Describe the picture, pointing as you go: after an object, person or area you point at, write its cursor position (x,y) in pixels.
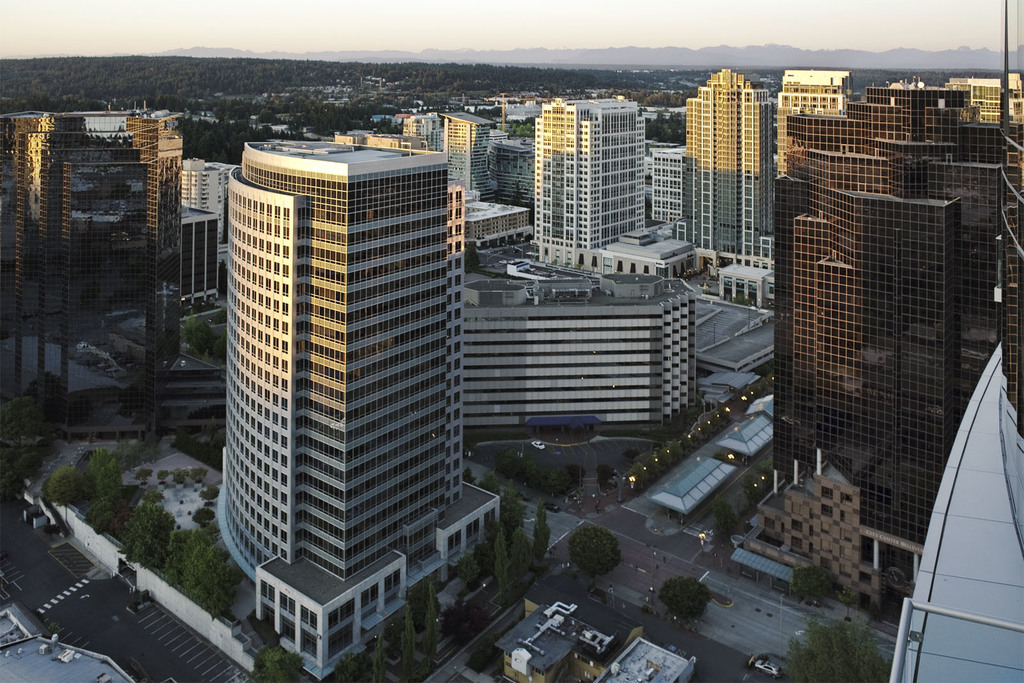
In this image few vehicles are on the road (642,551). Background (459,73) there are few trees (184,576) and buildings (475,335). Behind there are hills (498,56). Top of the image (497,27) there is sky (478,10).
